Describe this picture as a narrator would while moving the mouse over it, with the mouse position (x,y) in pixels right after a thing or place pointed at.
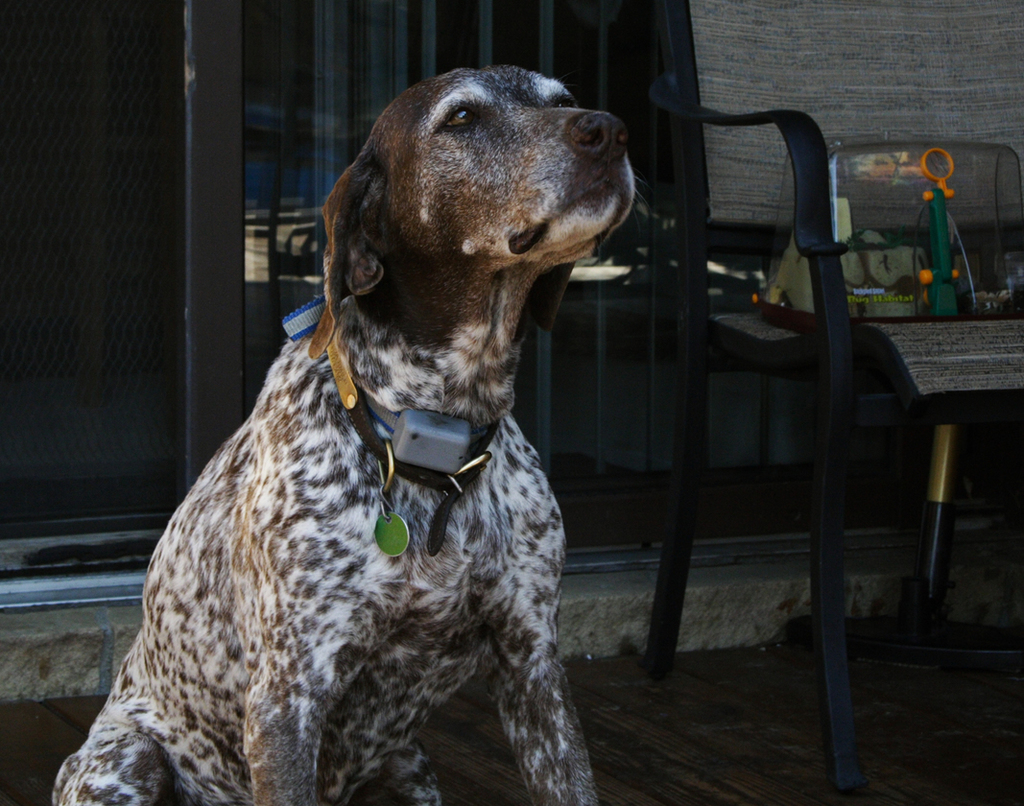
In this image we can see an animal (349,539), on the right (850,64) we can see a sitting bench (915,413) and an object (952,262) on it, we can see glass door (292,78) and fence (106,62) in the background (89,66). And we can see the floor (872,758).
